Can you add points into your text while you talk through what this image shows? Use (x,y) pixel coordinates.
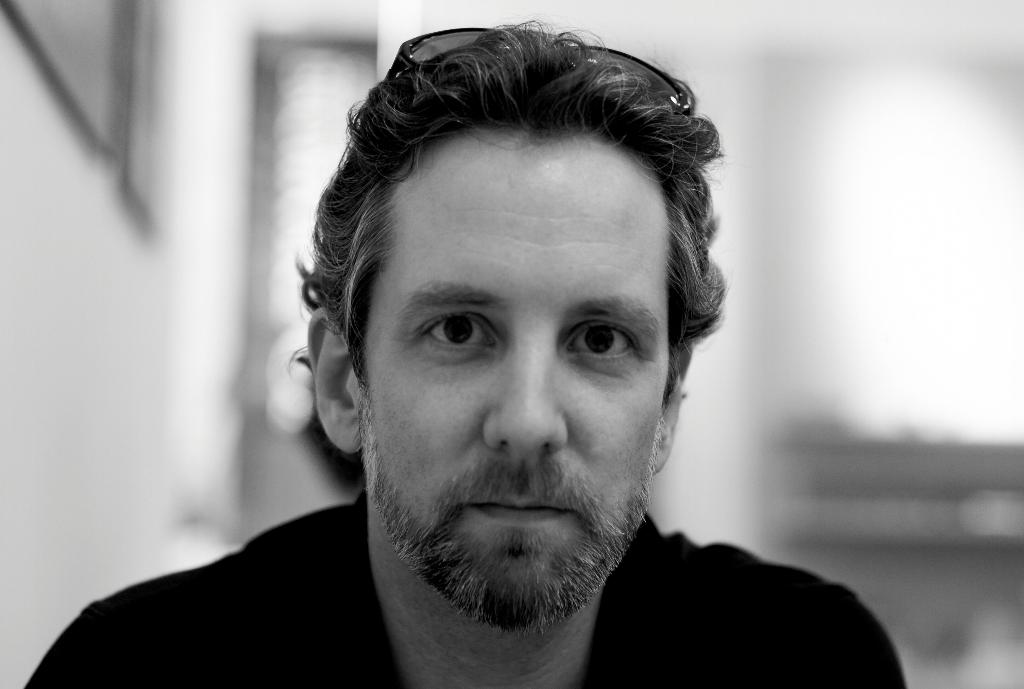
In this image, we can see a person (575,546) is watching. Background (1004,659) there is a blur view. It is a black and white image.
